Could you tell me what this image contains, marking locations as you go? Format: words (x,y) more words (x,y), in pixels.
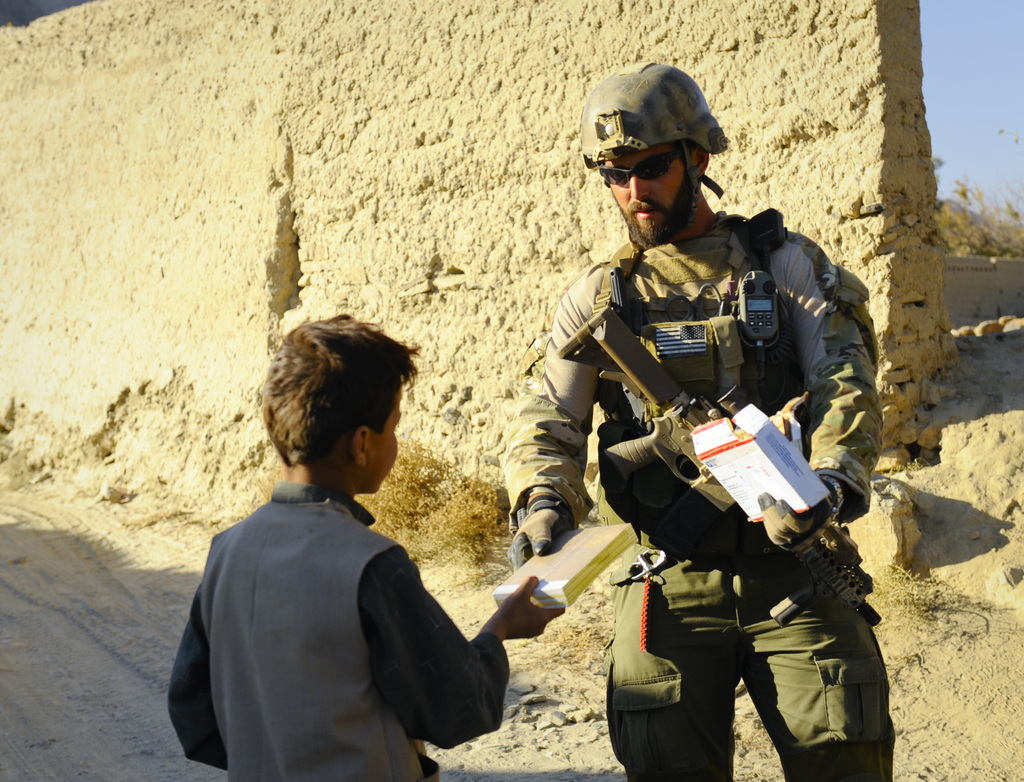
In this picture we can observe a boy (335,563) and a man (672,599) wearing spectacles (639,166) and a helmet (639,102). We can observe some dried plants (409,523). Behind him there is a wall (210,229) which is in cream color. In the background (972,72) there is a sky (954,143).
